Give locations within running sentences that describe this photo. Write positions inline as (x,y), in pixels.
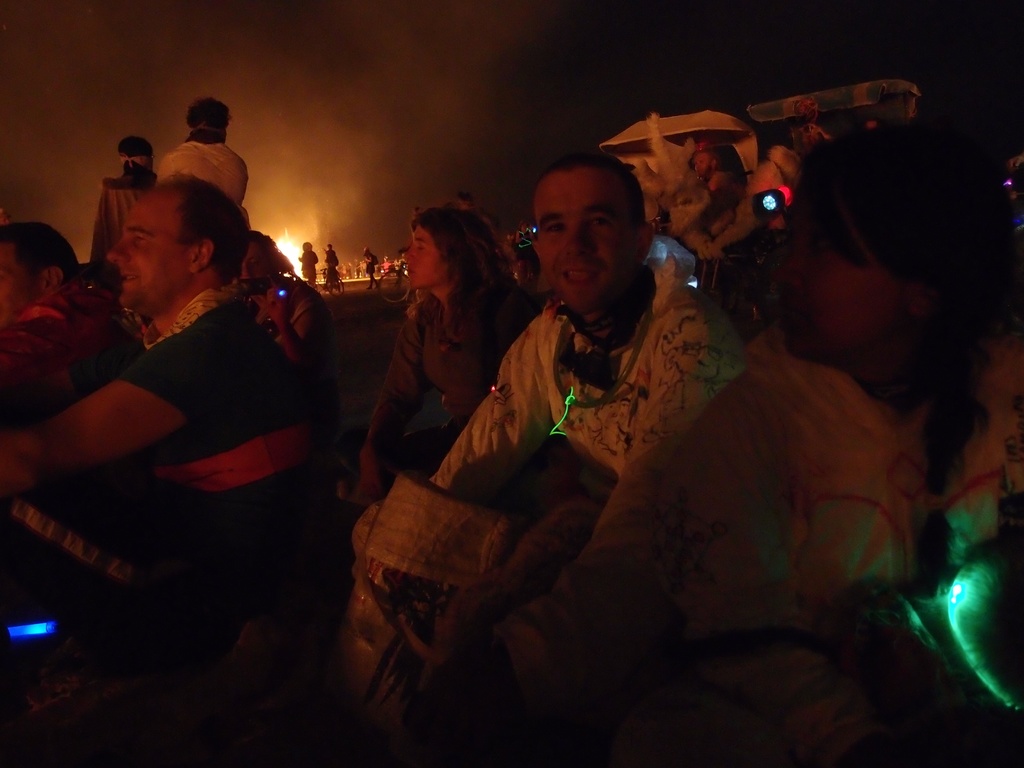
In this image there are group of persons (254,361) sitting and in the background (304,274) there are persons (370,273) standing and walking and in the front (617,362) there are 2 men (504,388) smiling. On the right side (715,137) there are objects (722,145) which are visible and there is a smoke (296,175) visible in the background (314,184).
